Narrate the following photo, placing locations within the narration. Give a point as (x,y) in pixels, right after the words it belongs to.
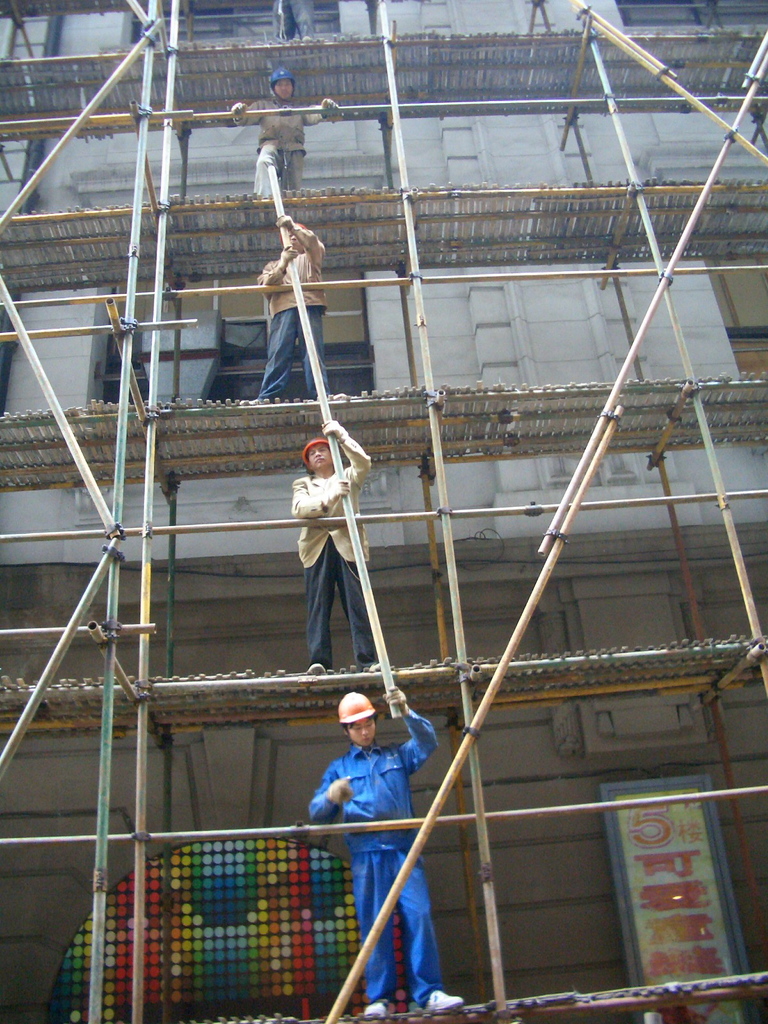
In this picture we can observe a building (295,634) which is under construction. We can observe wooden platforms (248,416) and there some people (331,547) standing on each platform (263,229). We can observe wooden sticks (73,130). In the background (670,166) there is a building (449,289).
